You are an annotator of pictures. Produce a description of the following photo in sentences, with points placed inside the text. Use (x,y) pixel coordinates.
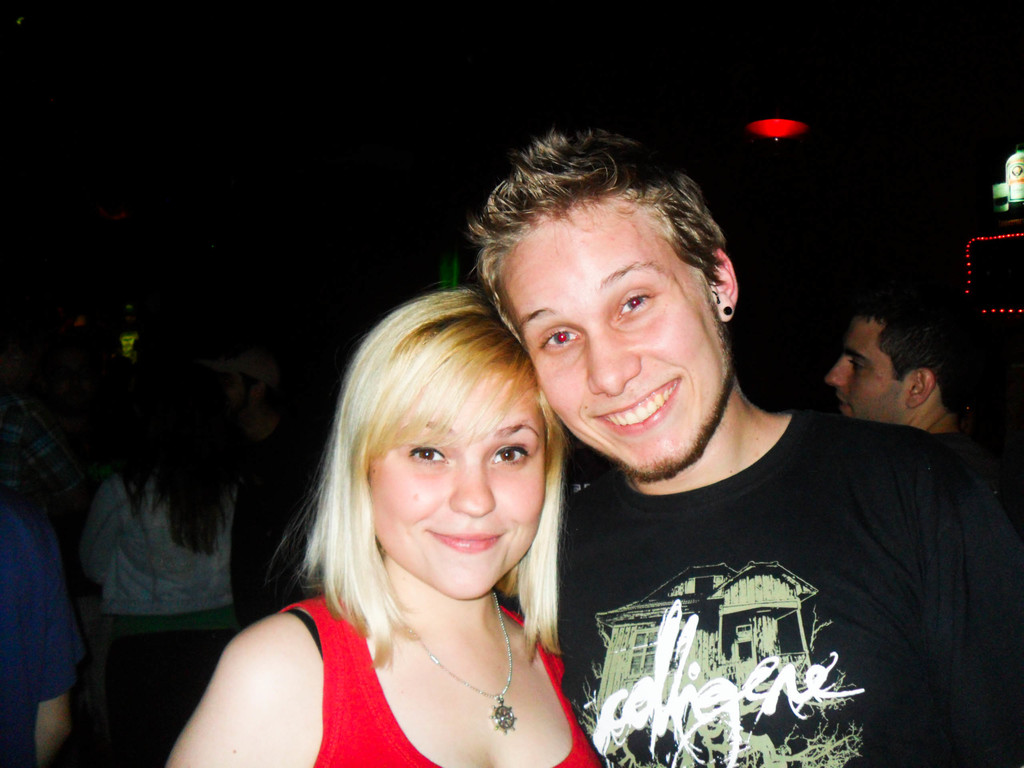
There is a couple (503,546) in the picture posing for a photograph. The right side (685,438) one is man (677,484) and the left side (292,736) one is female (453,547). The man (783,587) is wearing a black t shirt (751,606) and a stud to his ear (730,300). Both of them are smiling. The woman (470,670) is wearing a red racer (362,694). She is wearing a chain (474,689). Her hair (381,617) is yellow in colour. Behind them some of them are standing in the dark. One is the guy (230,373) is wearing the cap (245,372). In the background (782,134) there is a red light (775,122).
